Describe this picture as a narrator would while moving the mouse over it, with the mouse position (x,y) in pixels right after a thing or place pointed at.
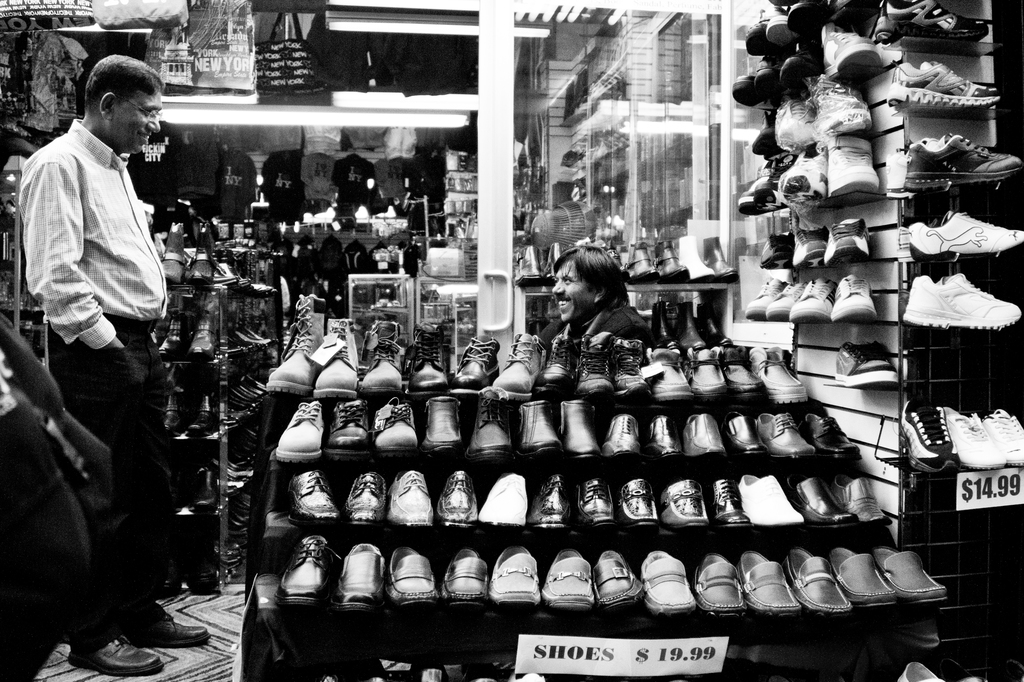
This is a black and white picture. In front of the picture, we see a stepped table (536,481) on which many shoes (572,437) are placed. Behind that, we see a man (599,323) is sitting on the chair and he is smiling. On the left side (117,222), we see a man (131,265) is standing and he is smiling. Beside him, we see a rack (224,403) in which many shoes (257,383) are placed. On the right side (839,292), we see a rack (897,259) in which many shoes (848,190) are placed and below that, we see the price tag (985,507). In the background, we see the bags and shoes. We even see the mirror (530,213). This picture is clicked in the footwear shop (453,298).
